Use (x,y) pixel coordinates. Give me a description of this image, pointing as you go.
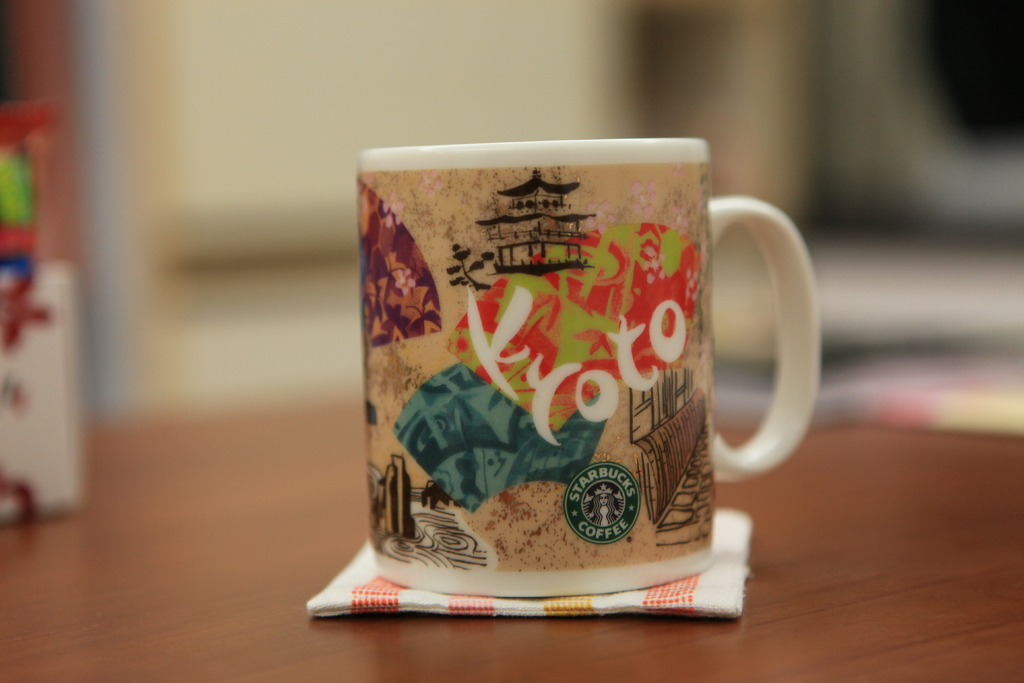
Here I can see a table (221,617) on which a mug (481,281) is placed. Under the mug (454,542) there is a napkin (346,592). On the left side (27,346) there is an object (38,435) placed on the table (111,542). The background (276,82) is blurred.
